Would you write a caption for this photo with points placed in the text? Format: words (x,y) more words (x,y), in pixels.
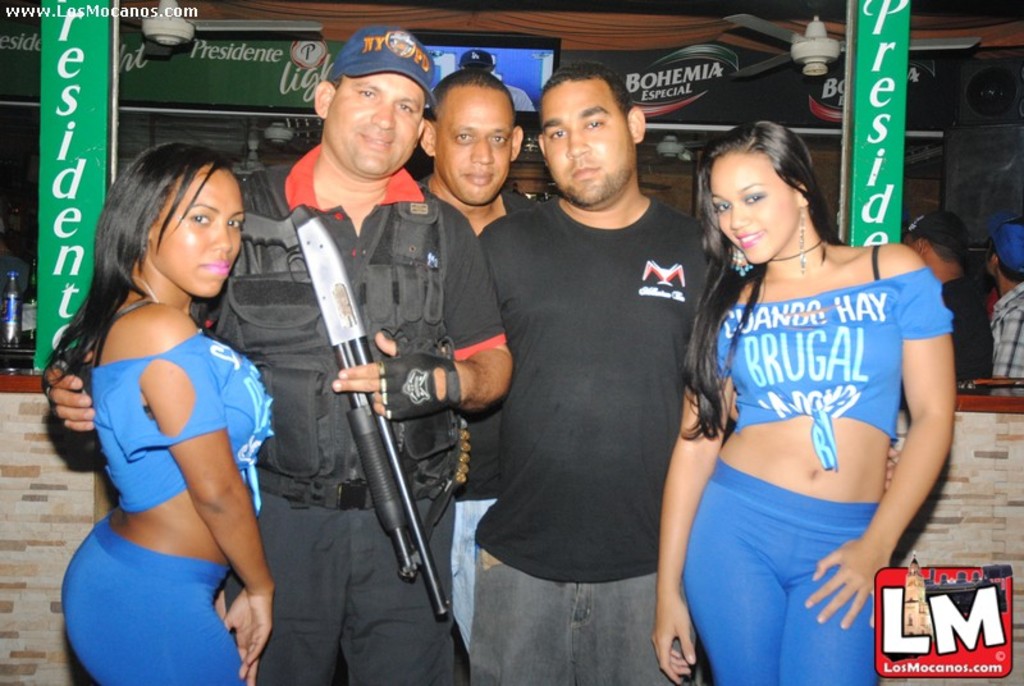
These five people (237,382) are standing. This man (361,286) is holding an object (373,430). Background (881,168) there are hoardings (98,131), people (1013,243), bottle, speaker (1009,108) and fans (176,40). Corner of the image there are watermarks (957,639).
